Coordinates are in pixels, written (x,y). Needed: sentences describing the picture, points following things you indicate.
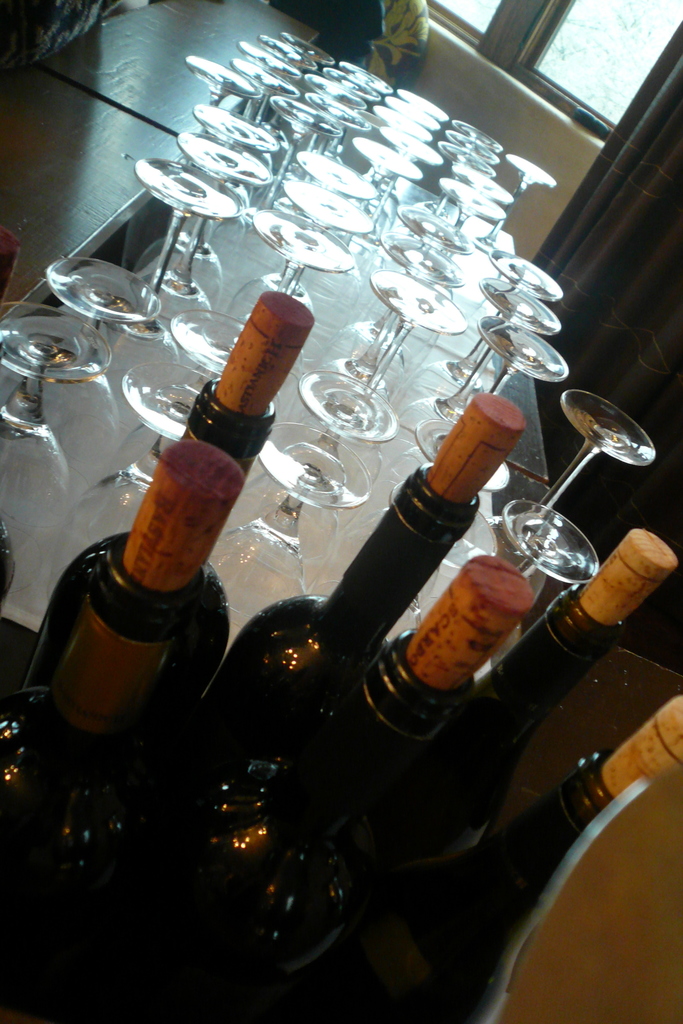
Here in this picture we can see a table (246,490), on which we can see number of glasses (316,268) present and in the front (197,587) we can also see wine bottles (385,546) present over there and on the right top side (582,100) we can see a window (569,55) present and we can also see curtain (661,81) beside it over there.
